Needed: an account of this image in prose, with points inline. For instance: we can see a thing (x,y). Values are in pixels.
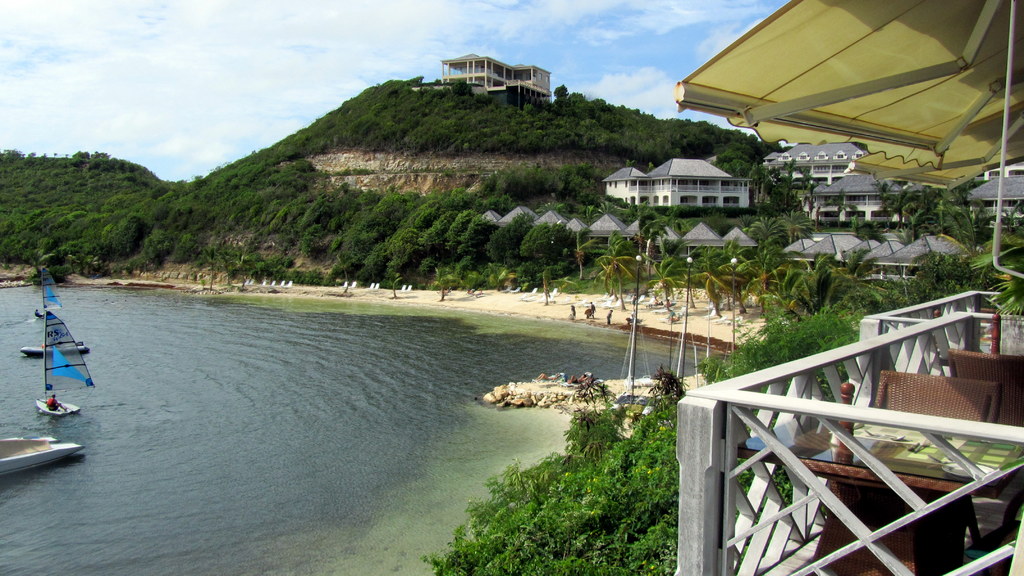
In this image I can see a table (926,442), few chairs (962,382), the white colored railing (767,464), few trees (834,311), few buildings (839,234) and the water (293,424). In the background (48,354) I can see few boats (62,358) in the water (75,329), a mountain (108,206), a building (500,101) on a mountain (485,109), few persons (610,320) on the beach (616,299) and the sky (264,59).
